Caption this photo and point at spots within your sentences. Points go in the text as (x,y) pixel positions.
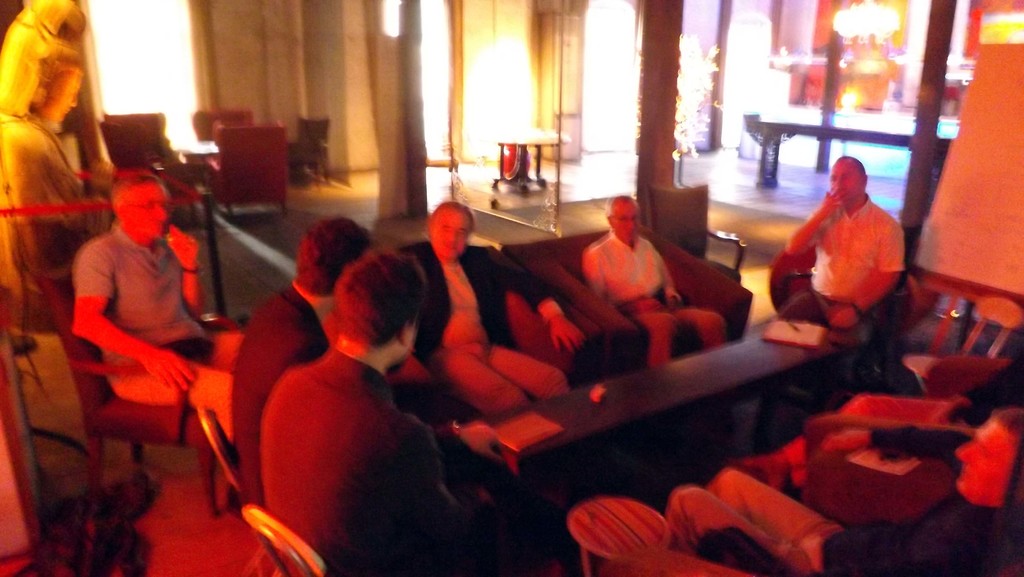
In this picture I can see many men (490,296) who are sitting on the couch (718,286) near to the table (520,423). On the table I can see the books (816,329) and paper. In the back (786,132) I can see other tables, chairs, lights (505,122) and windows (515,93). In the top right corner (874,38) there is a chandelier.
